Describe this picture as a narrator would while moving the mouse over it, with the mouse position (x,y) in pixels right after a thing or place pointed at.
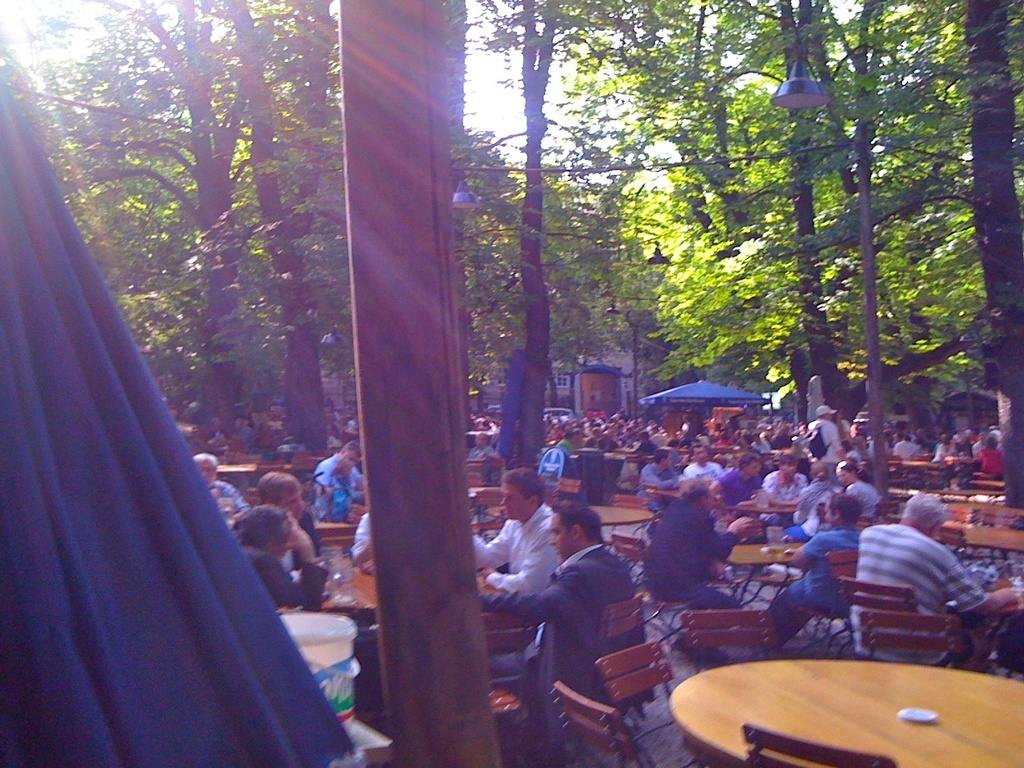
In the image I can see some people (878,532) sitting on the chairs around the tables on which there are some things (318,617) and around there are some trees (37,115) and tents (65,641).
